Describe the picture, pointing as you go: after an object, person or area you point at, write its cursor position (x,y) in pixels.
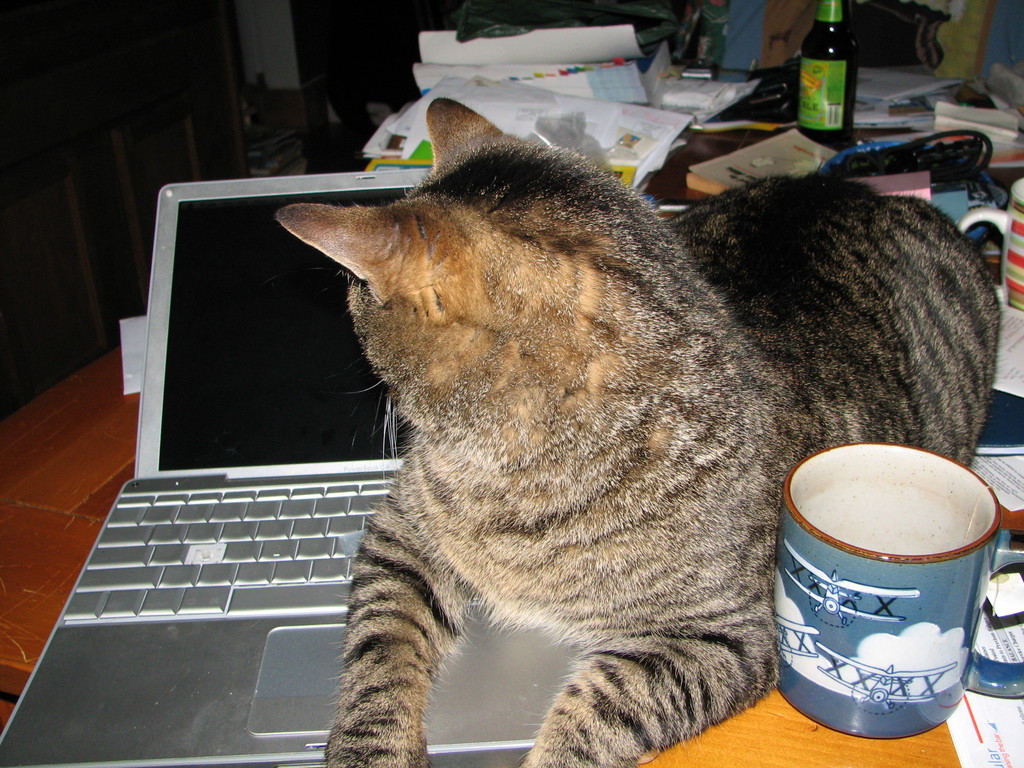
The picture consists of books (922,106), bottle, jar (850,549), laptop (313,463), papers (660,52), cat (644,257), wooden table (35,527) and other objects (938,155). In the top left corner (104,84) it is dark.
